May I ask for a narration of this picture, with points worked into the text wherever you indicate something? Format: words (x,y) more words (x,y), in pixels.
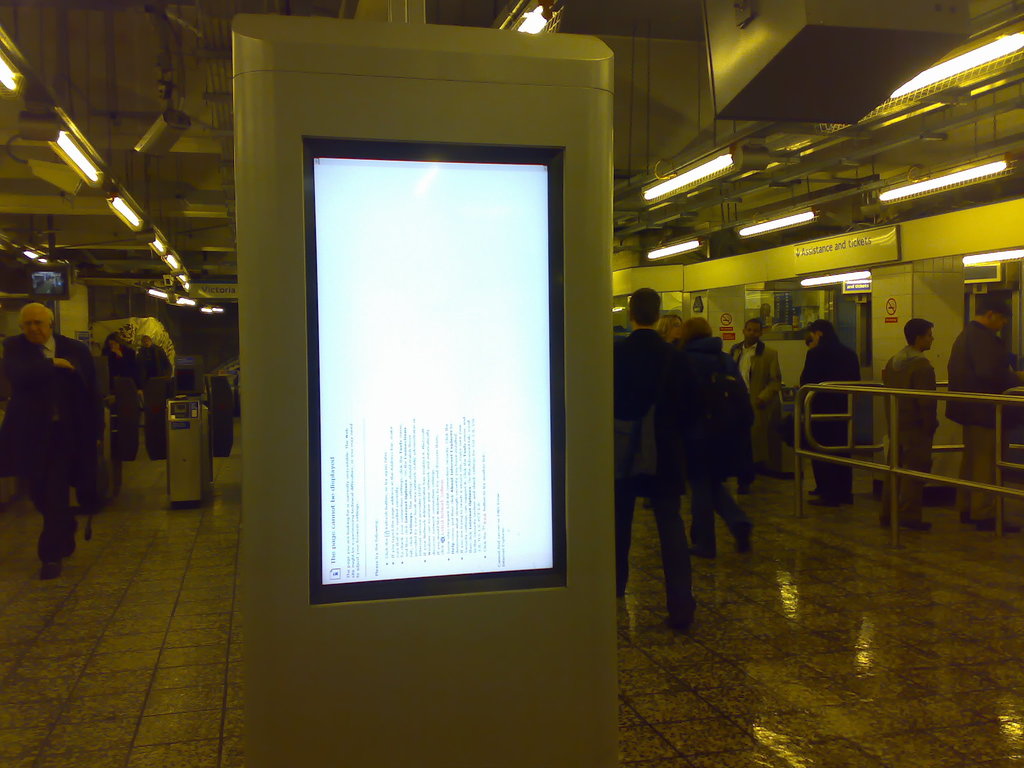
In this image we can see a flat panel display (445,409). On the backside (57,311) we can see a group of people (28,327) standing, some metal poles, a board (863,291) with some text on it, signboards (848,269), a device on the floor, a television (38,275) and a roof (121,137) with some ceiling lights (116,203).
